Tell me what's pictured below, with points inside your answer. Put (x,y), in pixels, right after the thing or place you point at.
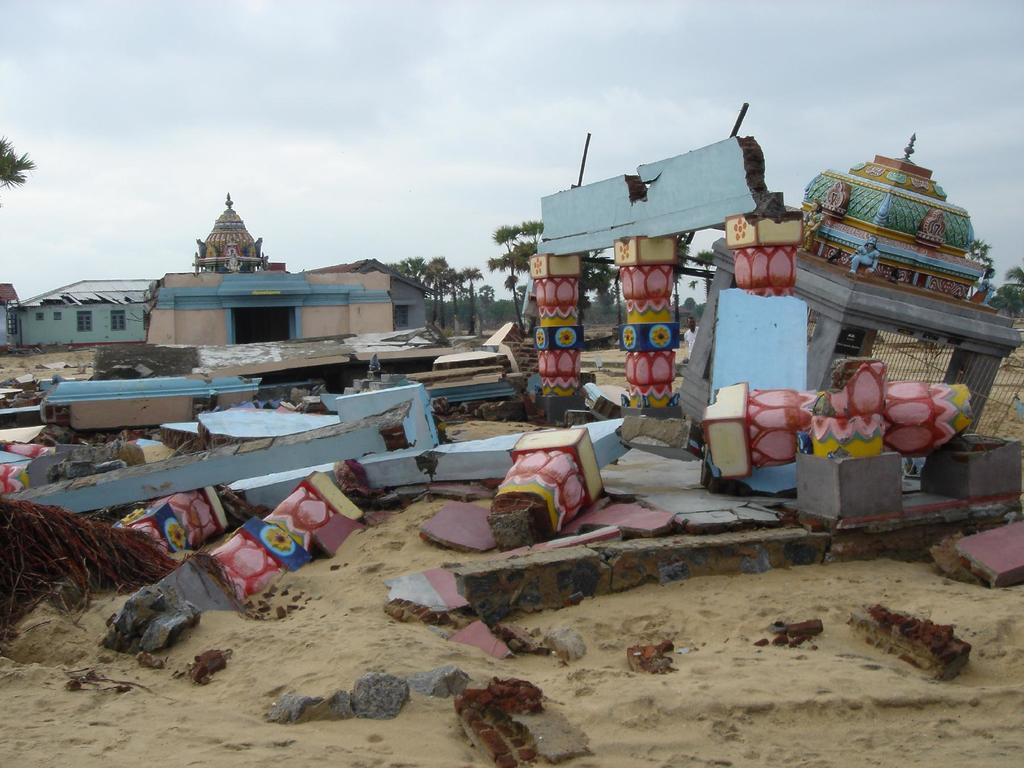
In this picture we can see a collapsed temple (566,364) and behind the temple (641,321) there are houses (6,311), trees (505,257) and a cloudy sky (410,98).
